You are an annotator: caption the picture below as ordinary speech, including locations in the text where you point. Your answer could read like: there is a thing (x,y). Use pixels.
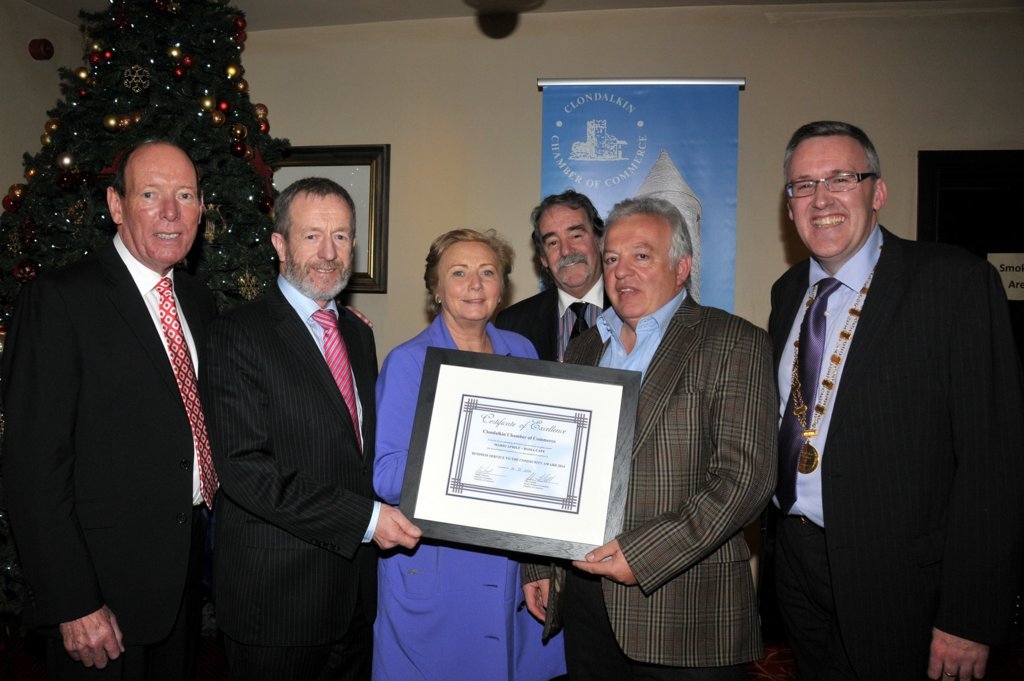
This image consists of six persons (282,526) standing in the front (335,395), three persons (362,442) are holding the frame (410,518). To the left (131,522) and right, the two men (87,501) are wearing black suit (887,387). To the left (173,81), there is Xmas tree (203,72). In the background (443,130), there is a wall (450,105) on which frames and banners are fixed.
